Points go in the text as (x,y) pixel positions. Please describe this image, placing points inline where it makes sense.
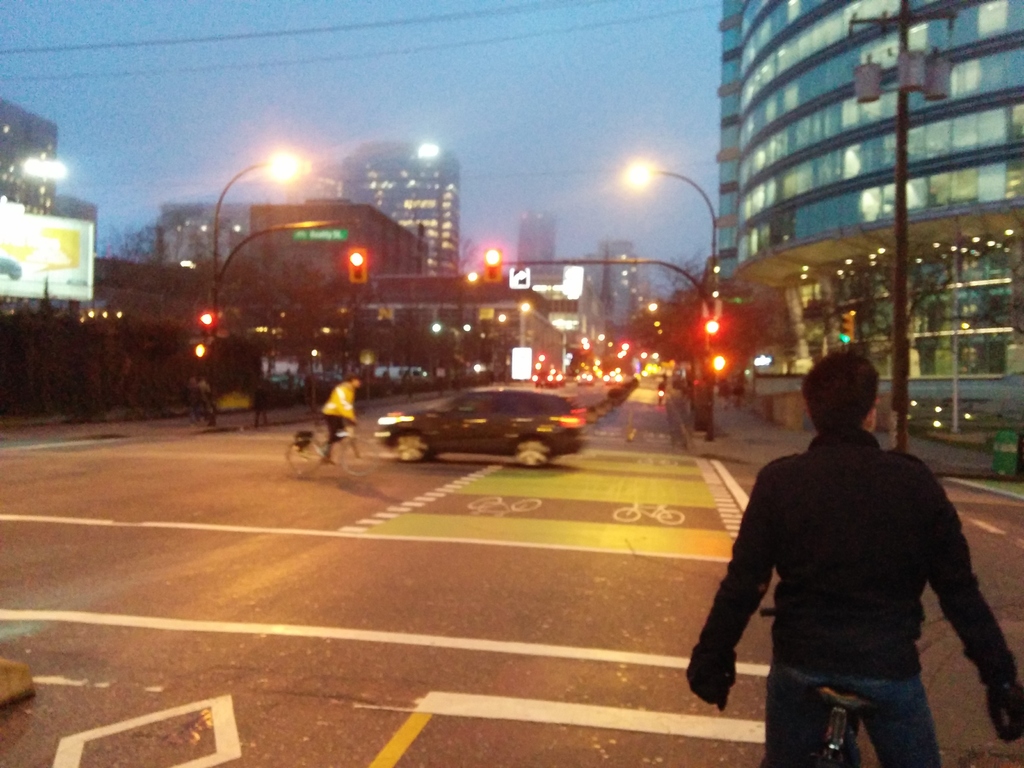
In this image there are few vehicles (528,456) on the road (369,421). A person (330,427) is riding bicycle (341,435). There are few street lights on the pavement (225,410). Few traffic lights (209,334) are attached to the poles (904,421). A person (811,659) wearing a black shirt (868,613) is sitting on a bicycle (845,734). Background (17,327) there are few trees (125,351) and buildings (391,190). Top of image (490,87) there is sky (538,86).
